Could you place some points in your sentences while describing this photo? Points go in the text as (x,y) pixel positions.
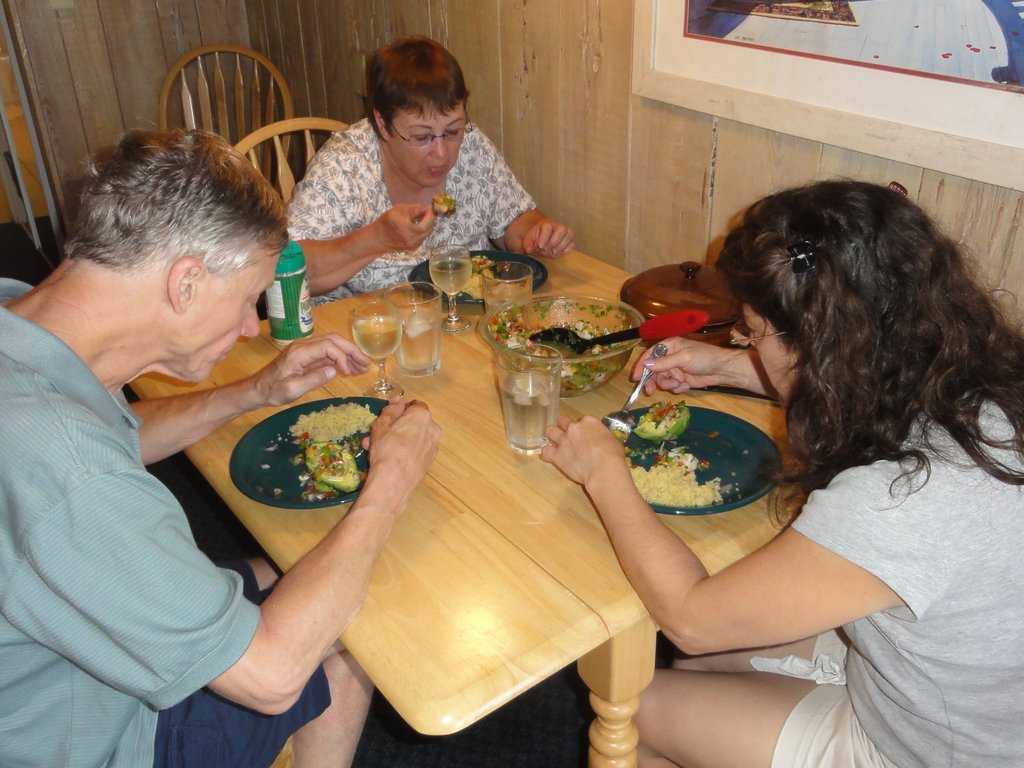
in this picture we can see two woman (373,271) and one man (113,239) sitting on chairs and in front of them on table (452,577) we have plate (365,456) with food (665,429), bowl (584,380), spoon (567,334), glasses (526,374) with water (540,410) in it and in the background (484,50) we can see wall (538,57), frame (654,70).
